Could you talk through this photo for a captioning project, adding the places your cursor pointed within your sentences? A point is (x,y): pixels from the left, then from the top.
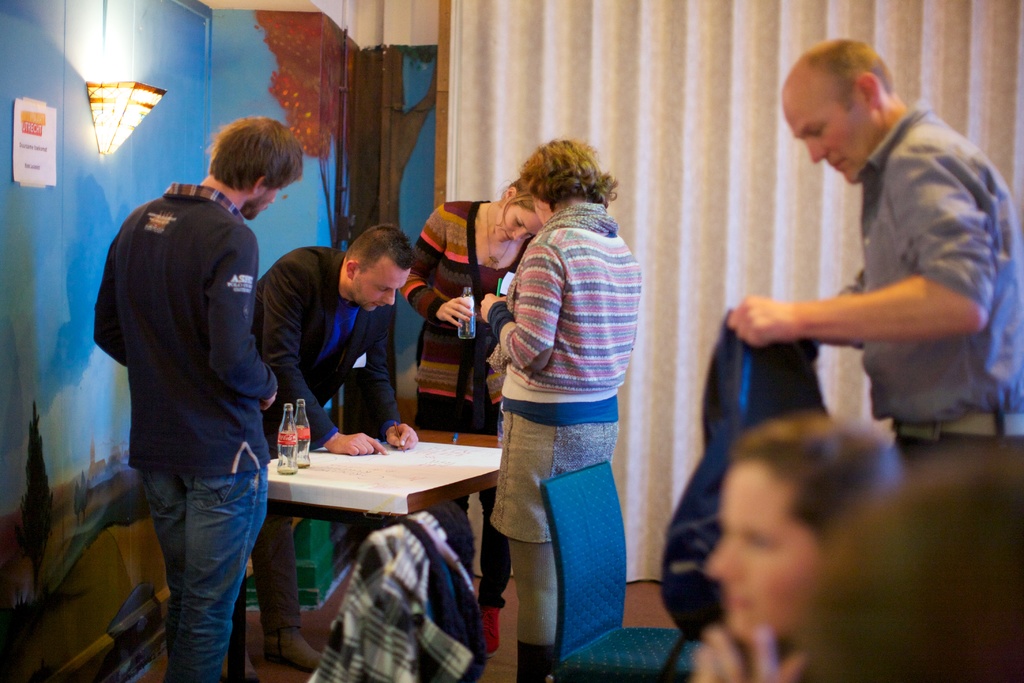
We can see here a group of people (488,333) standing in front of a table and the guy (386,398) in the center (351,338) is trying to explain something on the chart (419,485) and there are bottles (283,459) present on the table (294,466) and at the left side (107,58) on the wall (141,58) we can see light (107,139) and at the bottom right (840,537) we can see people (974,560) sitting.
